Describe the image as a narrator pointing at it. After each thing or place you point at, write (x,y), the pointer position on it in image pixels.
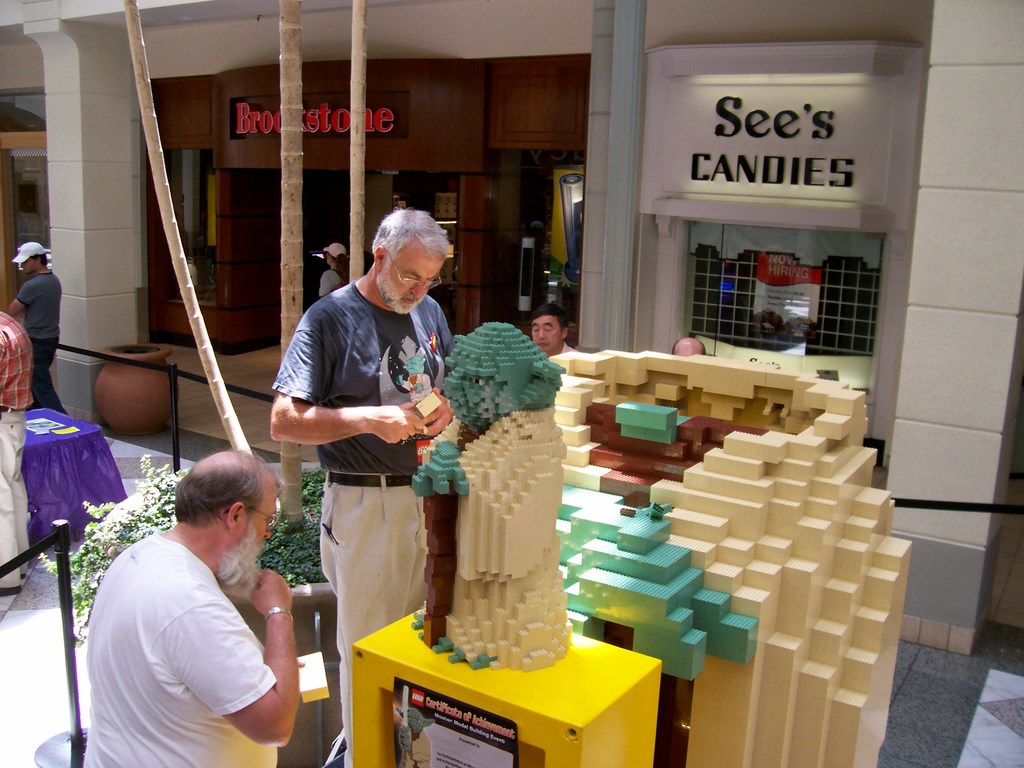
In the picture we can see a man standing on the path (982,747) and construction some puzzle building (661,403) on the table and beside him we can see a man (193,651) sitting and behind them we can see a table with purple color cloth (74,503) on it and two persons (0,375) standing near it and beside them we can see a building (945,199) with pillar (68,112) and a store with a name Brookstone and beside it we can see another shop (860,117) with a name see's candies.
